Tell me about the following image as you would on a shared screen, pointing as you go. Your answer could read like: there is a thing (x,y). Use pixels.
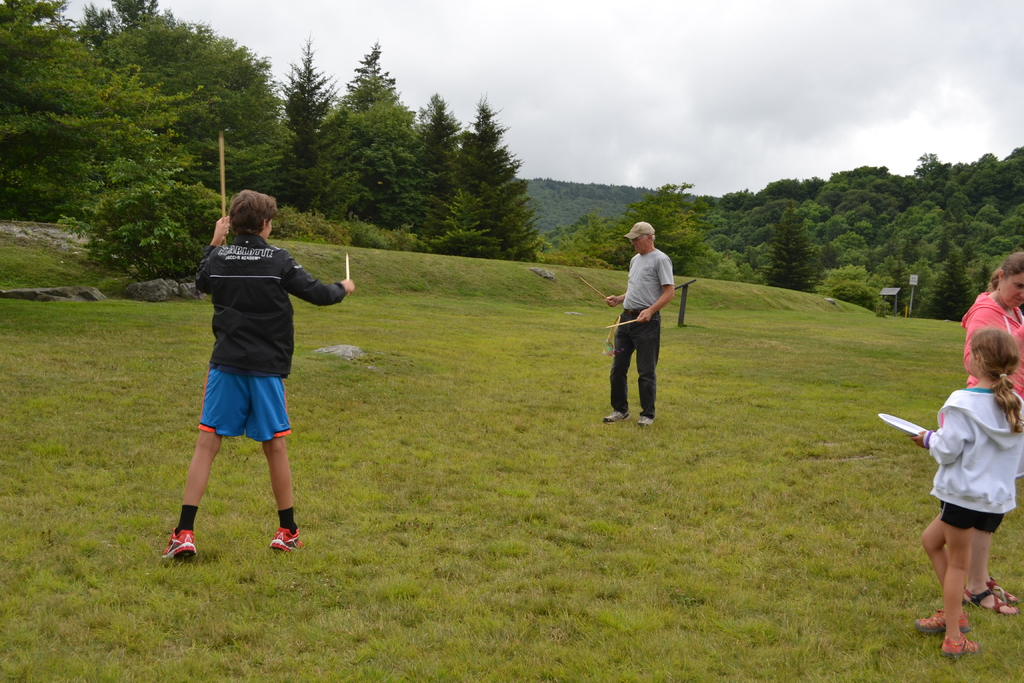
In this image, we can see people (250,313) and are holding some objects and there is a person (647,271) wearing a cap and we can see boards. In the background (545,227), there are trees (815,238) and hills (749,207). At the top (614,58), there is sky (645,58) and at the bottom (413,483), there is ground (409,427).
